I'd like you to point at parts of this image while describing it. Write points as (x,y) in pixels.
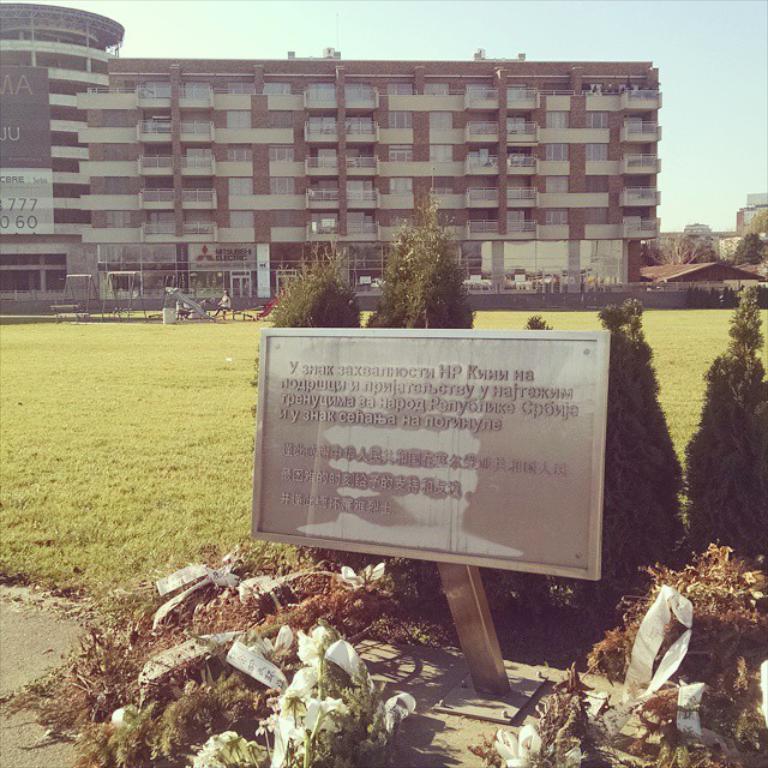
In this picture there is a building (60,86) on the left side of the image (70,289) and there are plants (740,382) on the right side of the image (676,327), there is grassland (690,381) in the center of the image (477,315), there is a poster (430,340) in the center of the image (412,398).
